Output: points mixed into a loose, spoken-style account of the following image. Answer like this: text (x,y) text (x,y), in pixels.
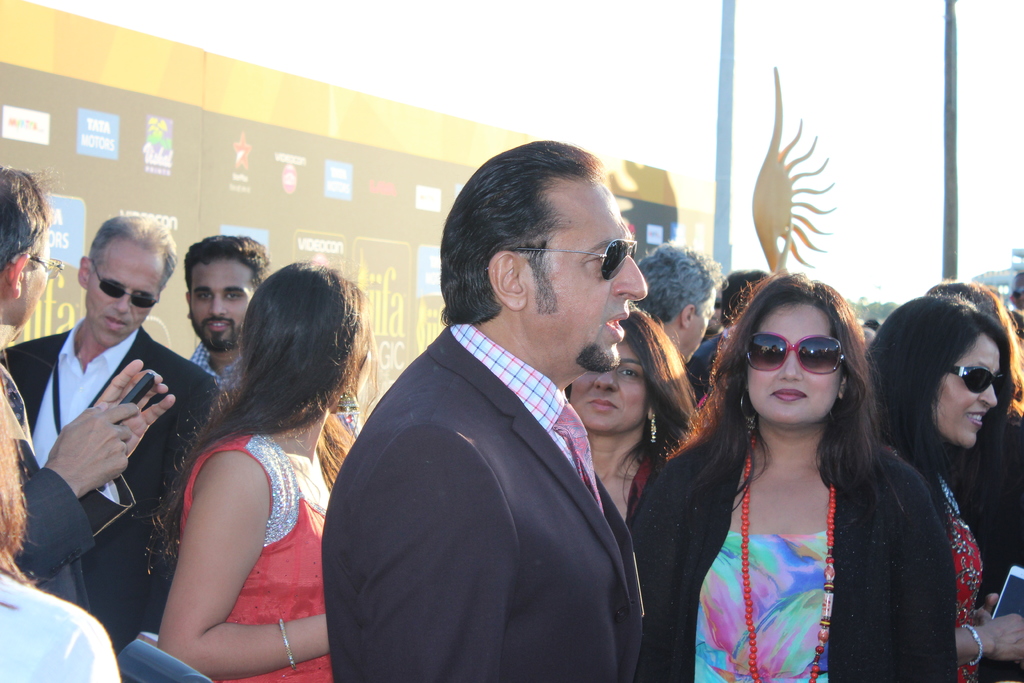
In this picture I can see a group of people (486,461) in the middle (605,430), in the background (9,90) it looks like a banner (365,258). At the top (654,45) there is the sky (644,86).
